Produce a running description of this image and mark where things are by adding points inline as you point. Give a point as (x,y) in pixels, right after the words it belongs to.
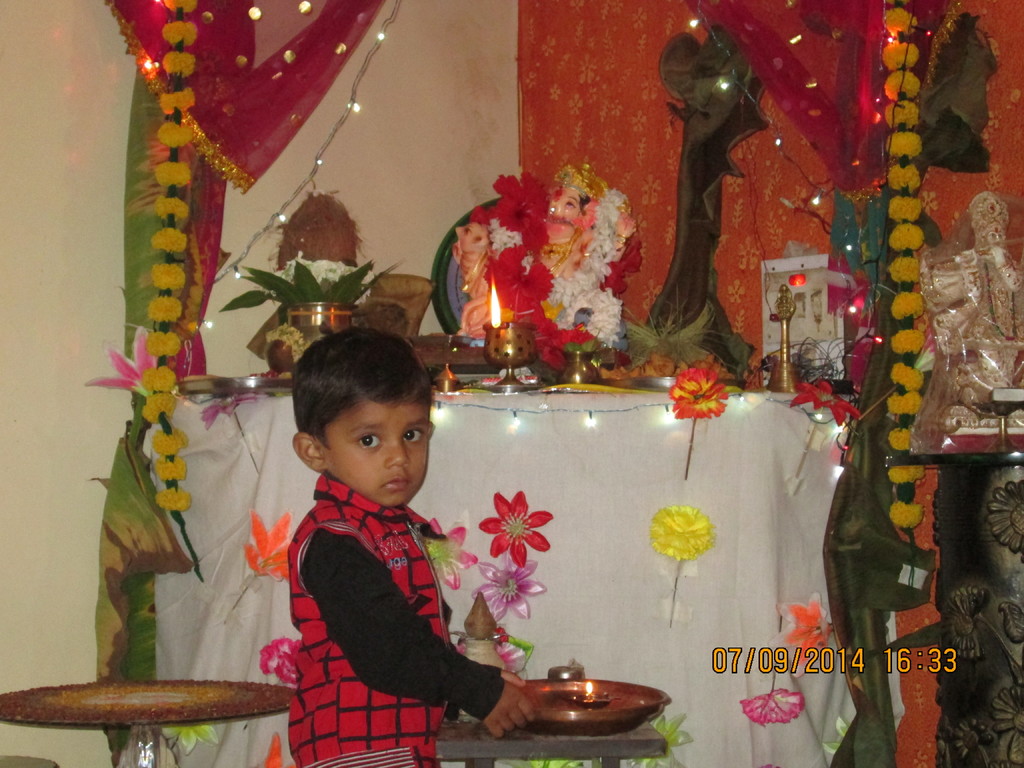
In this image I can see a boy (368,594) wearing red and black colored dress (403,590) is standing and holding a plate (544,700) in his hands (528,706). In the background (589,616) I can see a white colored cloth (581,516) on which I can see flowers (532,521) which are yellow and red in color, few lamps (523,348), a statue (548,253) and on the statue (551,207) I can see few flowers (517,226) which are red and white in color, the orange colored cloth (601,86), the white colored wall (449,84) and few lights (355,104).
